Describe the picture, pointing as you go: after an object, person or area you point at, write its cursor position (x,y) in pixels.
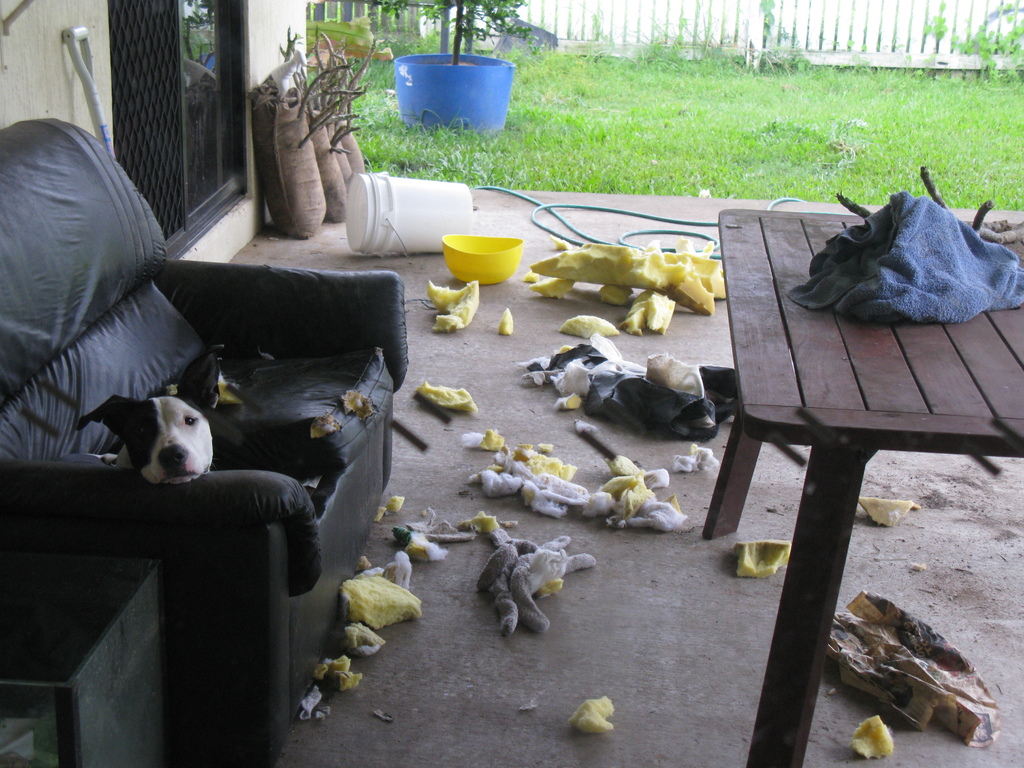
In this picture, in the left side (152,472) there is a sofa (79,370) and a dog (145,460) lying on it. To the right side (917,358), there is a bench (975,361), on the bench (804,276) there is a cloth (955,245) and some sticks (979,228). In the center (638,312) there are some sponges (595,712). In the background (642,147) there is a window (231,81), plant (424,80), grass (664,132) and fence (890,62).
